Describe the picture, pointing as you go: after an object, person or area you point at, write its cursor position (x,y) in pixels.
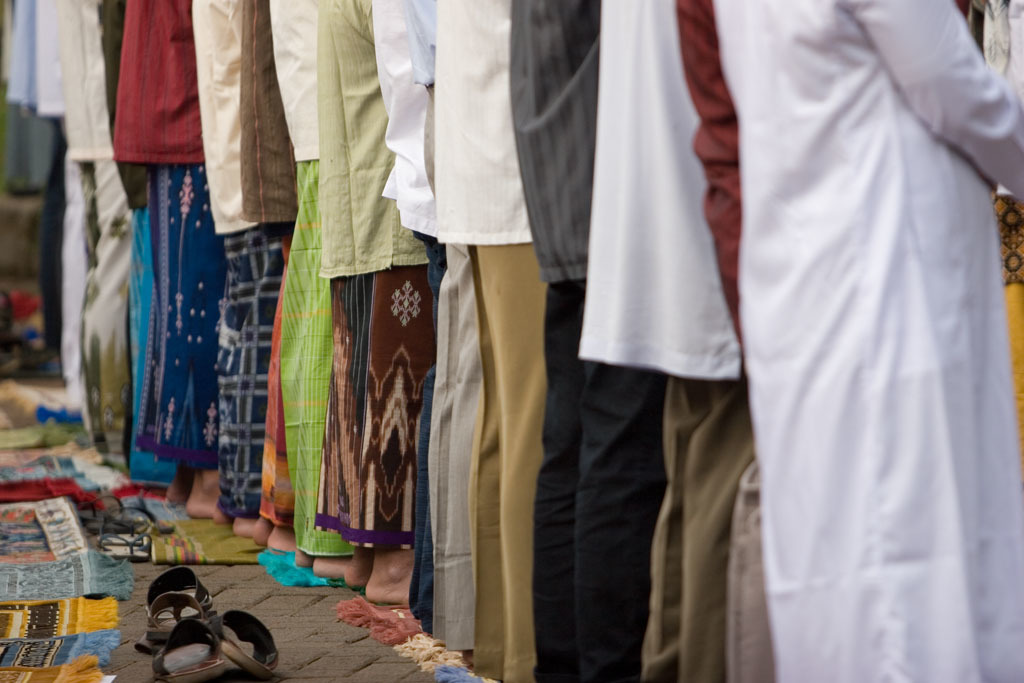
In this image there are few man (354,345) standing in a line, behind them there are slippers (209,599).
